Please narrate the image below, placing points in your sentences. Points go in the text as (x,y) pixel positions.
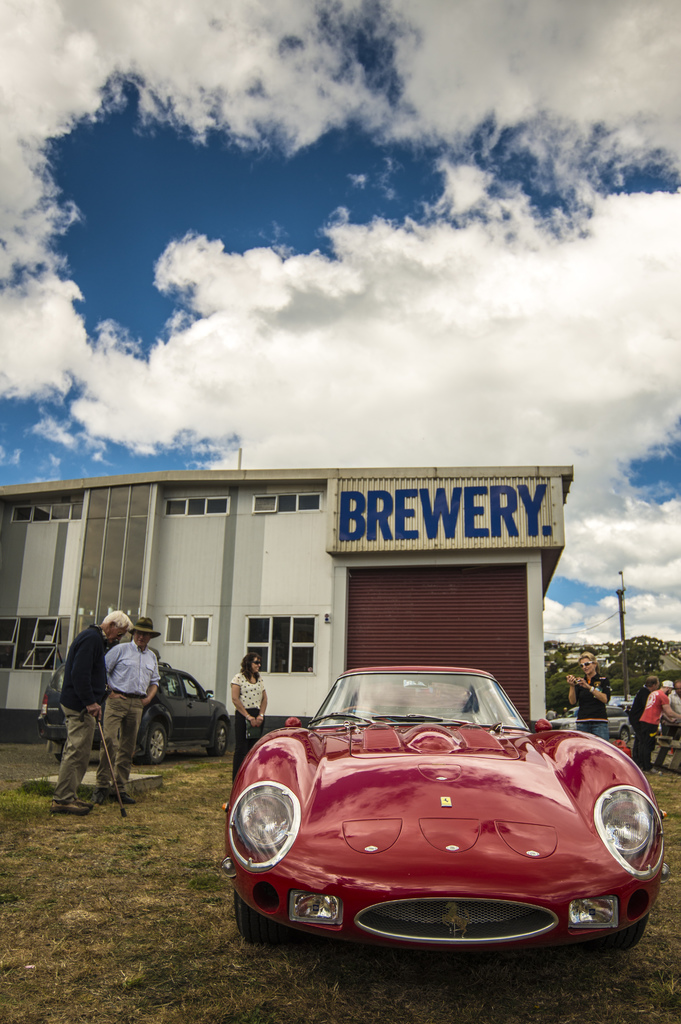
In the image there is a car (346,691) kept on the grass (227,1008) and behind the car (499,755) there is a compartment (347,533), around that few people (659,710) were standing and on the right side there is a pole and on the left side (210,709) behind the people (102,684) there is another car (163,673).
